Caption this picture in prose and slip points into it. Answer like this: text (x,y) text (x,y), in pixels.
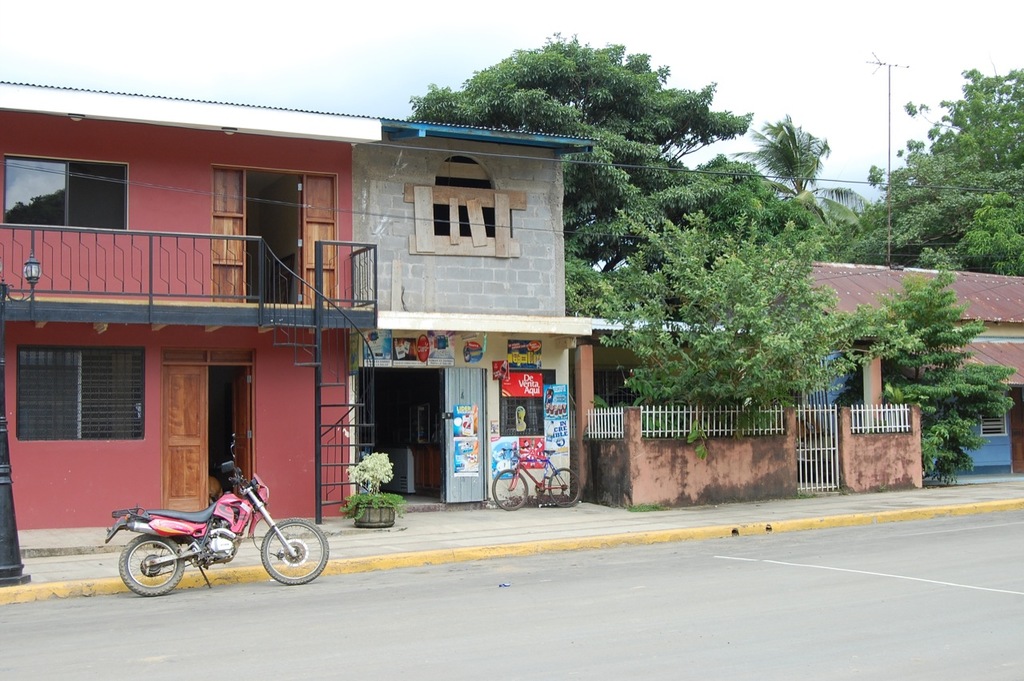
In this image I can see the road (521,588), a motor bike (236,542) which is red and black in color, the sidewalk (493,519), few trees (959,149), few buildings (500,344), a bicycle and in the background (866,86) I can see the sky (303,59).
